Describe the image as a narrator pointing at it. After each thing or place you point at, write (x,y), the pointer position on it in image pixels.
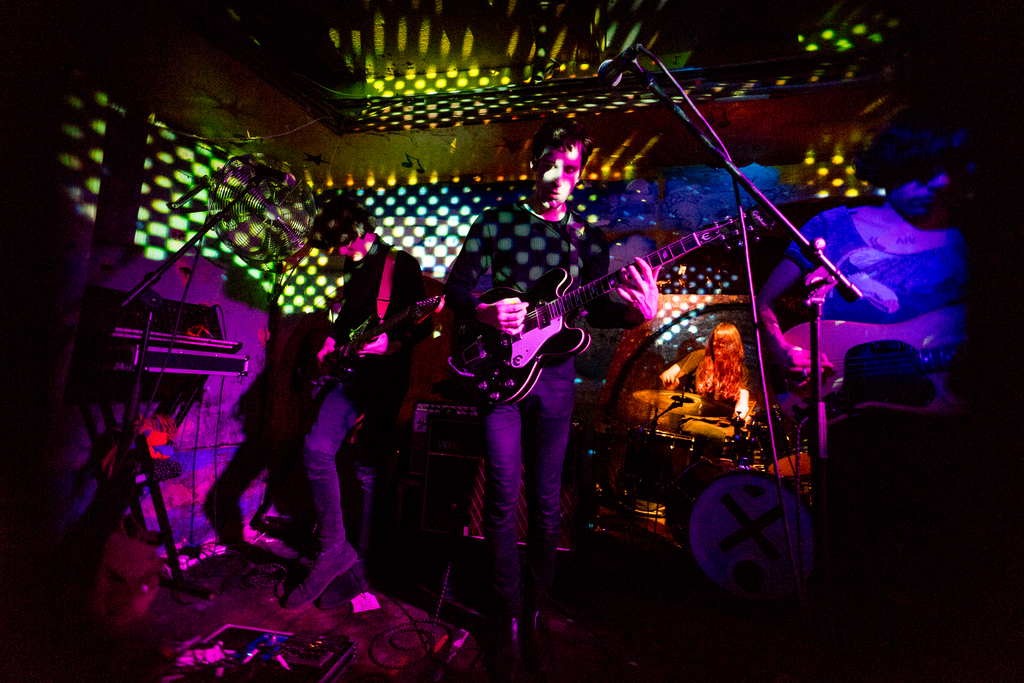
This is the picture of a band (906,199). A man (552,268) in center (553,369) is playing guitar (559,282) in the center of the image (475,330). On the right (836,465) there is another man (902,217) playing guitar (891,361). In the background (731,349) there is a person (744,389) playing drums (693,411). On the left (341,344) there is person (393,383) standing playing guitar (332,357). On the left (131,345) there is keyboard (227,373), microphone (281,174) and a fan (254,204). On the floor (222,592) there are cables (383,661).
